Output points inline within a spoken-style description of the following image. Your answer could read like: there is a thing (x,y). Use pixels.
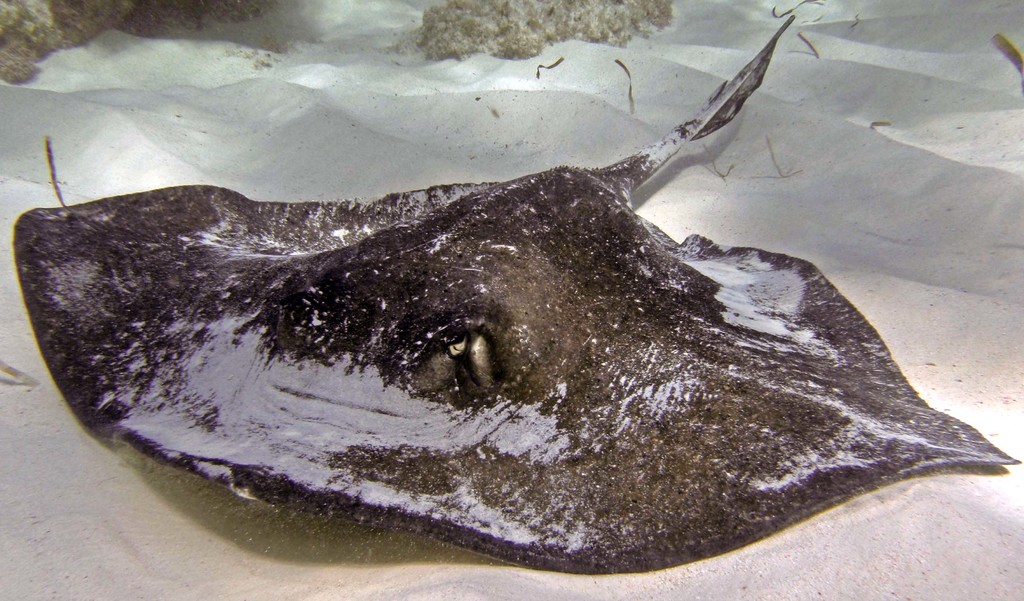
In this image there is a stingray (439,406) in the white sand (128,533).
